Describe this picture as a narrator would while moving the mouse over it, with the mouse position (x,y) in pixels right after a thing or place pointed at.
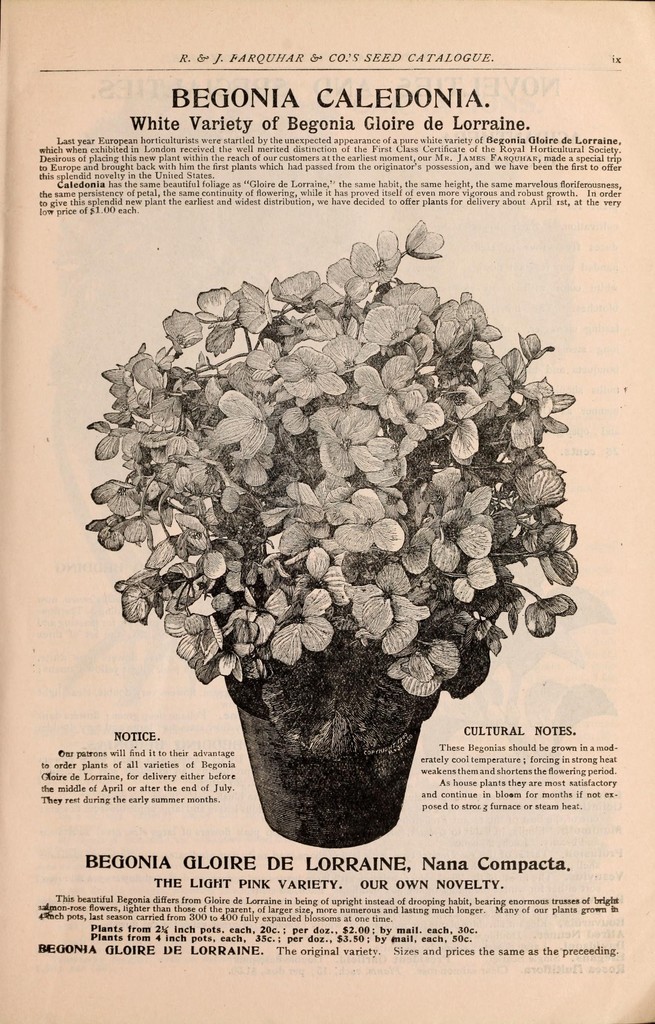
It is a poster. In this image there is a depiction of a flower pot (266,802) and there is text (299,885) on the image.
